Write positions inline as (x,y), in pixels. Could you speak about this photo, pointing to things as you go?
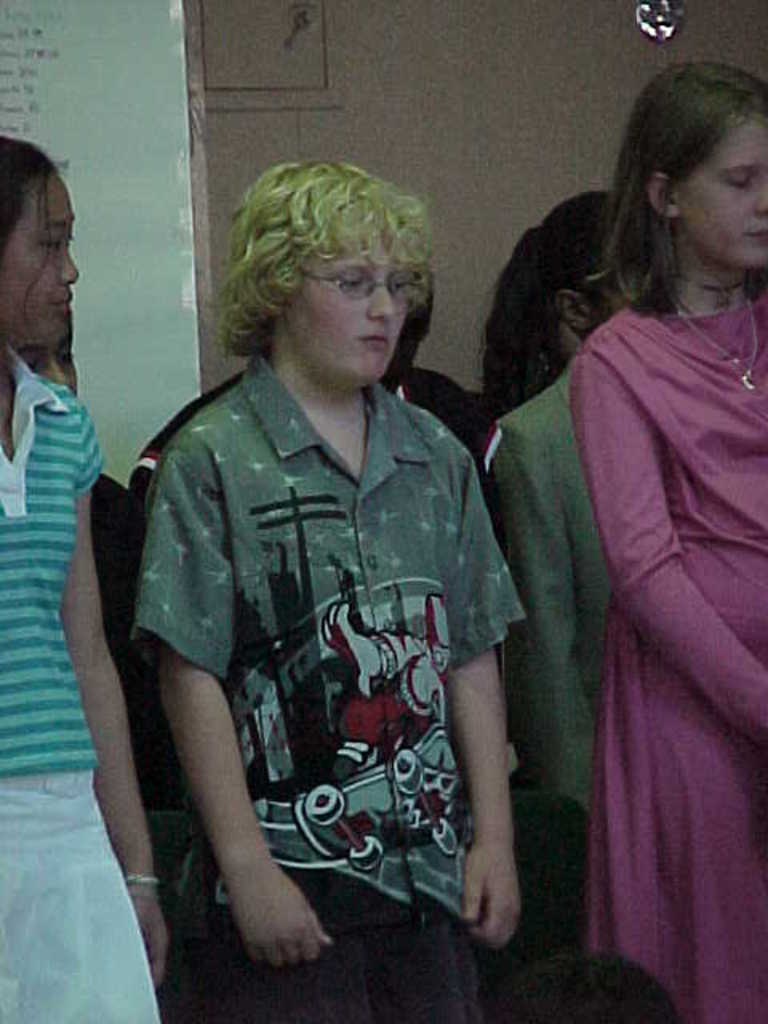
Here we can see few persons (185,625) standing. In the background (141,174) we can see a board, wall (461,107) and an object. At the bottom (190,850) there are chairs (561,813).
